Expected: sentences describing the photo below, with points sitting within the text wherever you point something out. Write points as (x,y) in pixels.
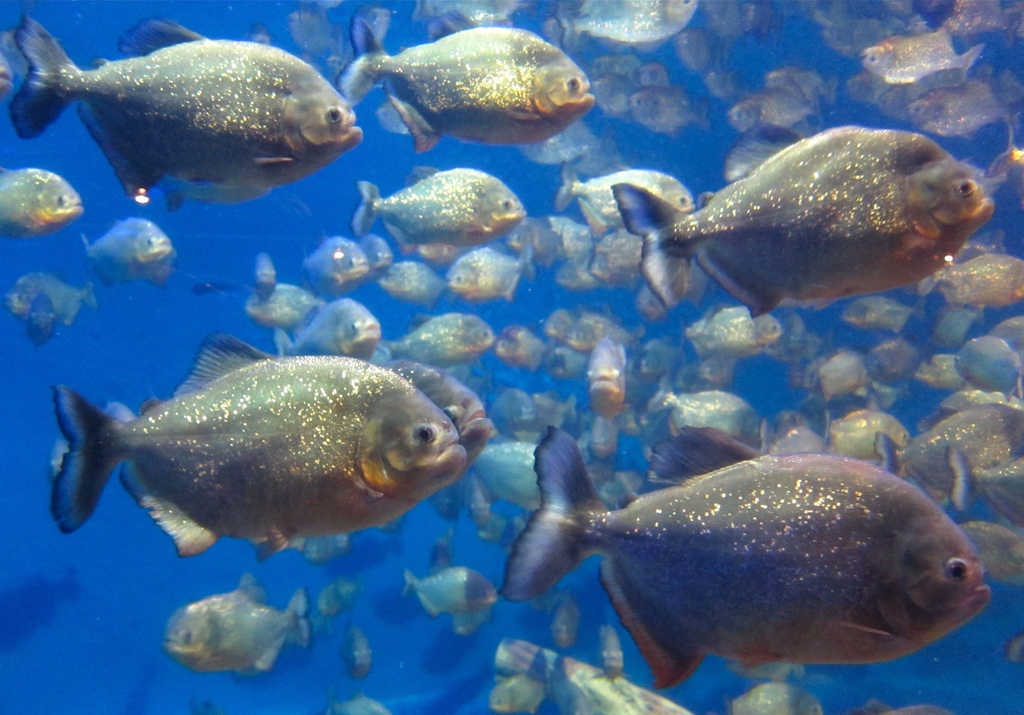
Here we can see group of fishes (372,364) in the water (498,369).
